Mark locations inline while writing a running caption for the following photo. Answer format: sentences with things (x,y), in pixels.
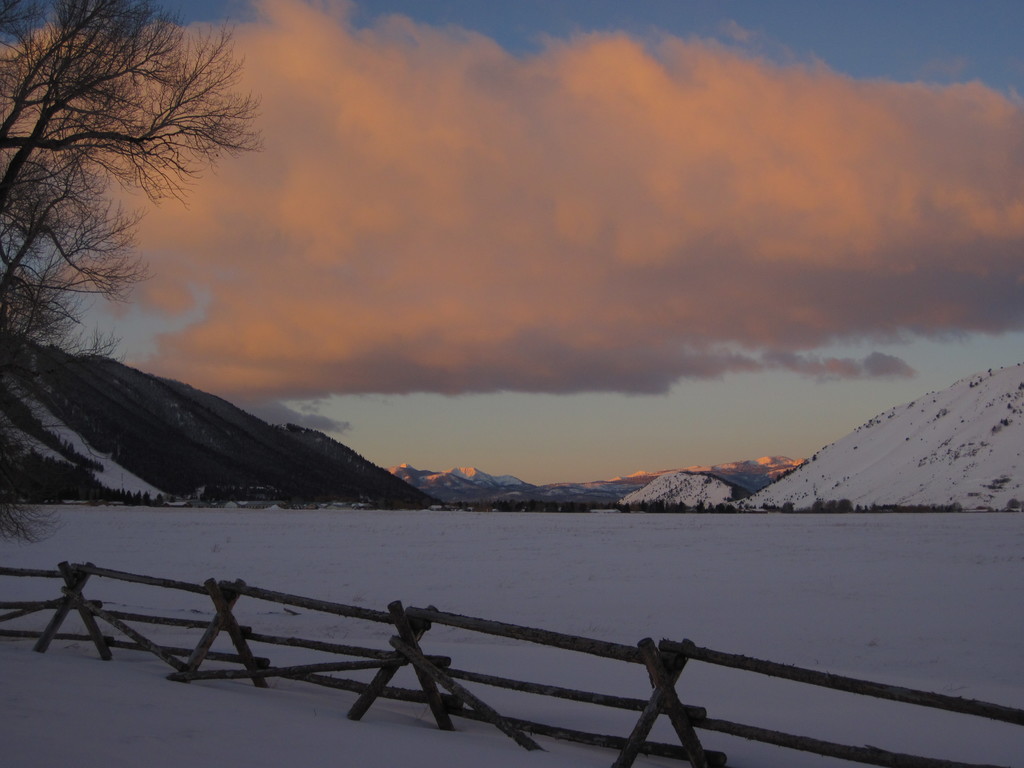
In this picture we can see snow (938,439), there is fencing (387,686) at the bottom (421,676), on the left side (10,229) we can see a tree (10,229), there is a mountain (485,486) in the background (413,486), we can see the sky (451,460) and clouds (692,124) at the top of the picture (544,78).
